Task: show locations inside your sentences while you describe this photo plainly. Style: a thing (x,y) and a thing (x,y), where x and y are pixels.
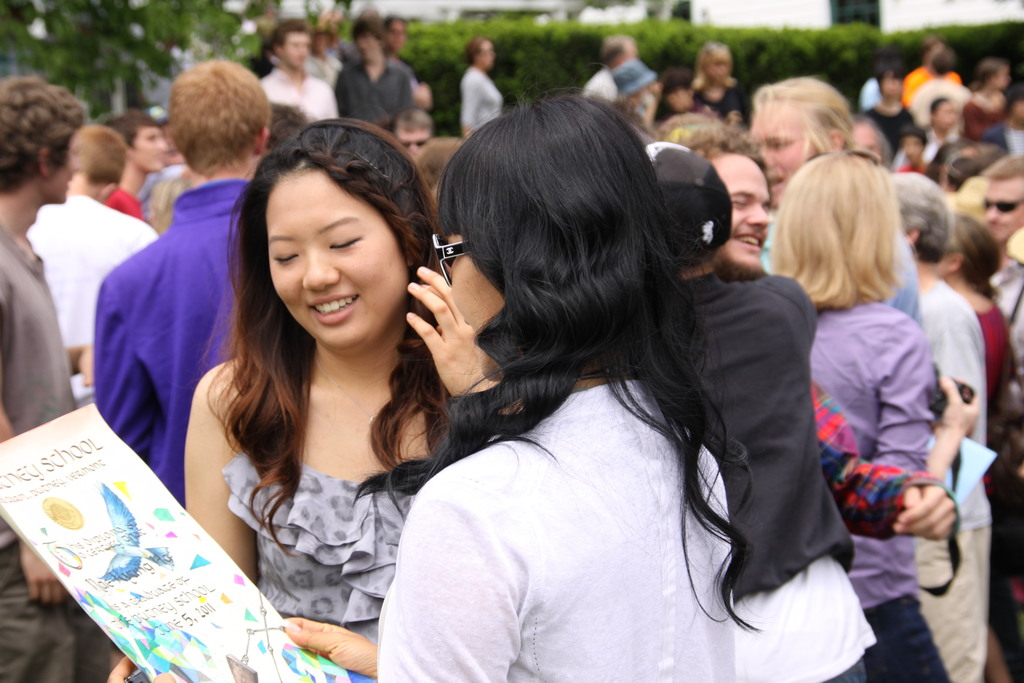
In the center of the image (615,303) we can see a few people (461,163) are standing and they are in different costumes (904,247). Among them, we can see a few people (533,410) are holding some objects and a few people (368,352) are smiling. In the background (390,95), we can see trees (34,45), few people (608,81) are standing and a few other objects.
